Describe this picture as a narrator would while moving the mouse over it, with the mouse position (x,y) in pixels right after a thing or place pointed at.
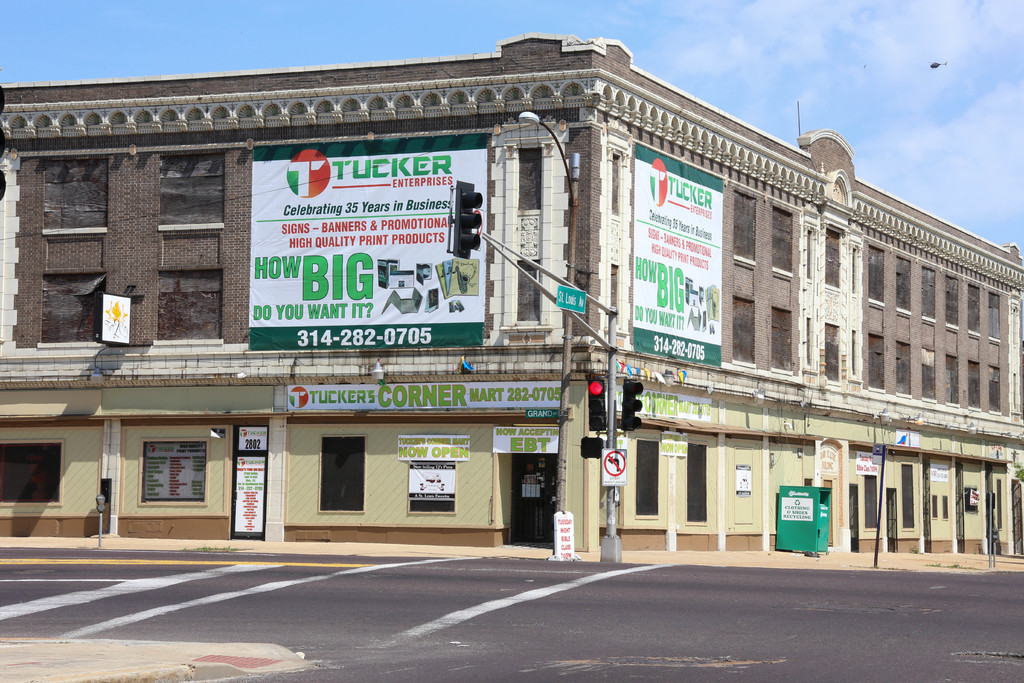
In this image, we can see a building (760,262) with posters (717,313) on it. We can also see a road (651,597) with a traffic pole (607,494). We can also see the sky (954,53) with a helicopter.
